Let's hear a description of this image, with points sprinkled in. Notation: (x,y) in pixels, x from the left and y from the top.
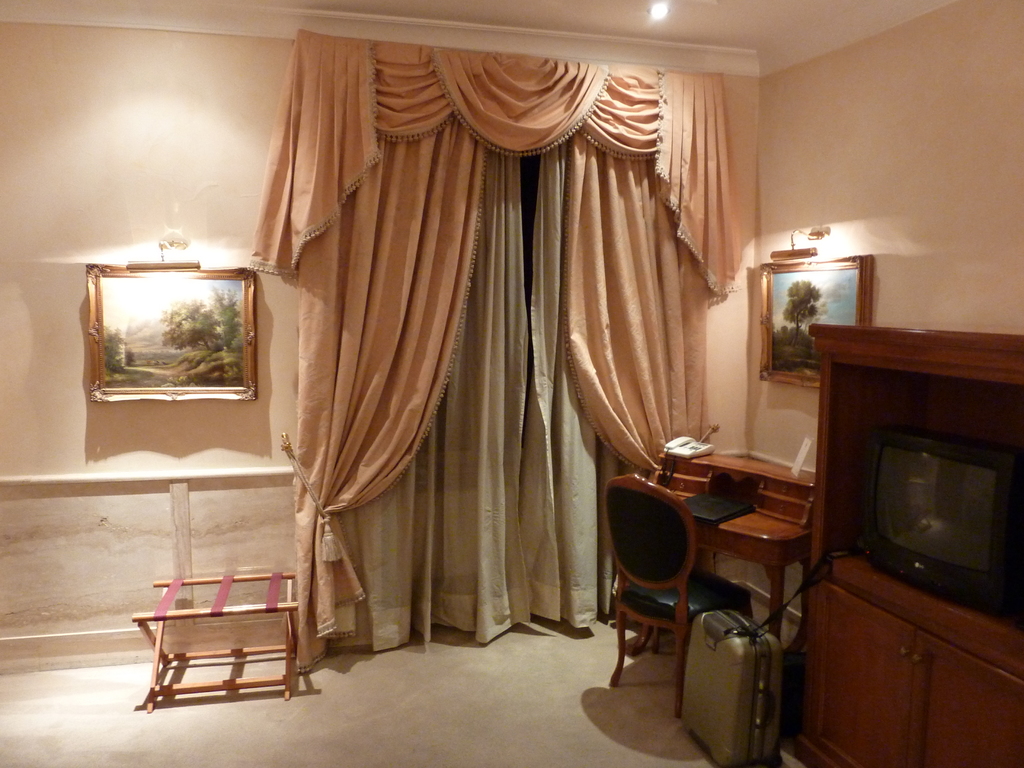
This picture shows the inner view of a room (196,205). There are curtains (671,168), one chair (674,574), one table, two frames (234,341) hanging on the wall (754,273), two lights (810,248) attached to the wall (788,236), one T. V (924,514) is in the cupboard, some objects (741,681) are on the surface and some objects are on the table (755,505).
